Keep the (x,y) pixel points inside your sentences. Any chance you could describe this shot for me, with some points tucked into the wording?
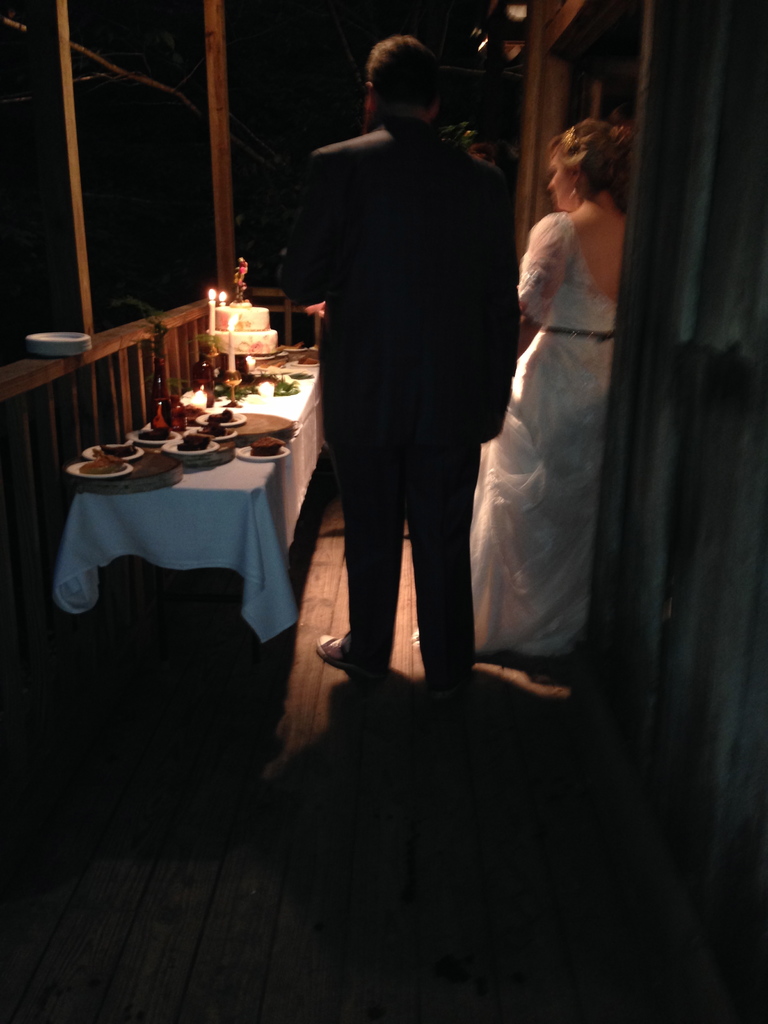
In this image the two person (479,471) standing. On the table (215,483) there is a plate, food (115,469), cake (253,344), candle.
